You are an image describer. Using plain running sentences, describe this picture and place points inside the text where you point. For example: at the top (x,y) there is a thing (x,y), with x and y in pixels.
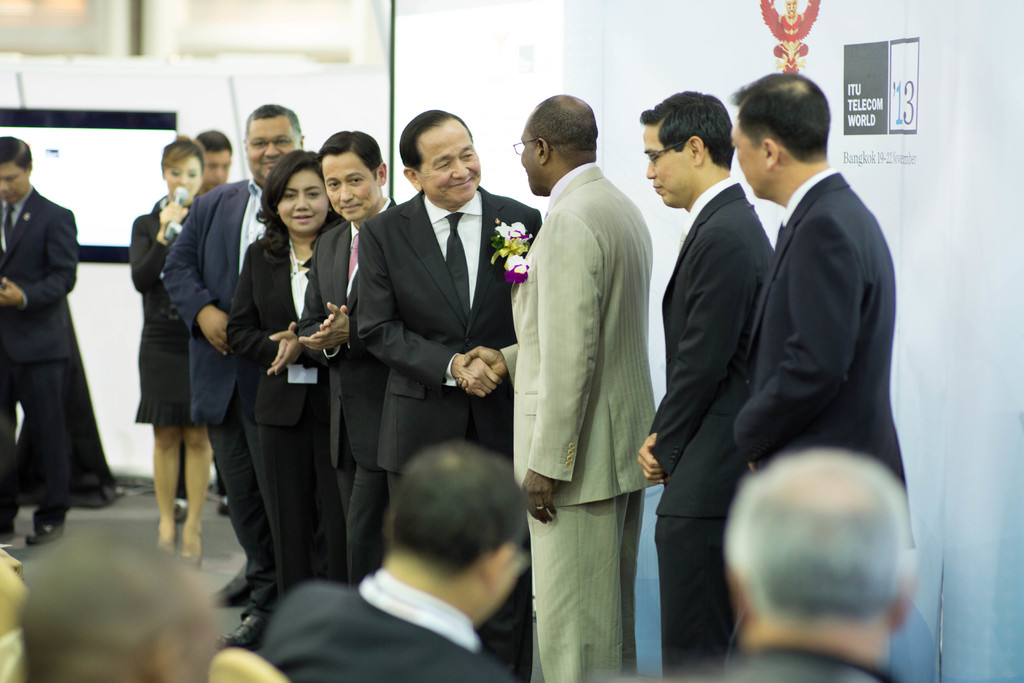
In the foreground of the picture (804,586) there are people (199,604) and chairs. In the center of the picture (455,310) there are people (417,260) standing. The background (25,100) is blurred.
